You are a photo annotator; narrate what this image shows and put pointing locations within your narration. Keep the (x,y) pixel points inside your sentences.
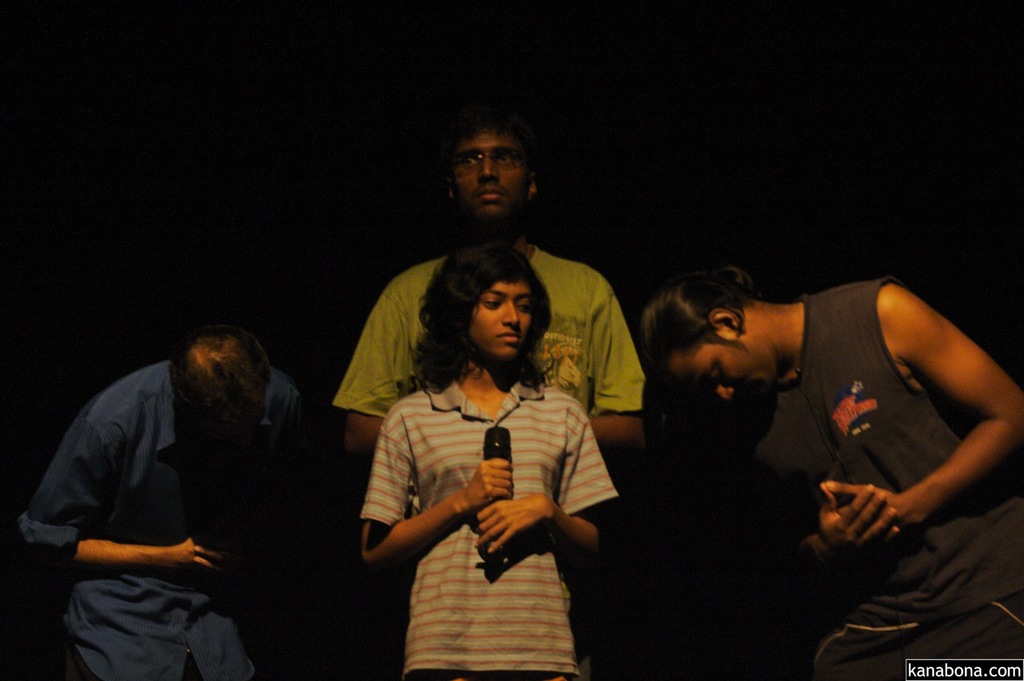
In the foreground of this picture (569,398) we can see the group of persons (496,420) standing and we can see a microphone (502,432). In the bottom right corner (964,669) we can see the text (949,671) on the image. The background of the image (792,215) is very dark.
